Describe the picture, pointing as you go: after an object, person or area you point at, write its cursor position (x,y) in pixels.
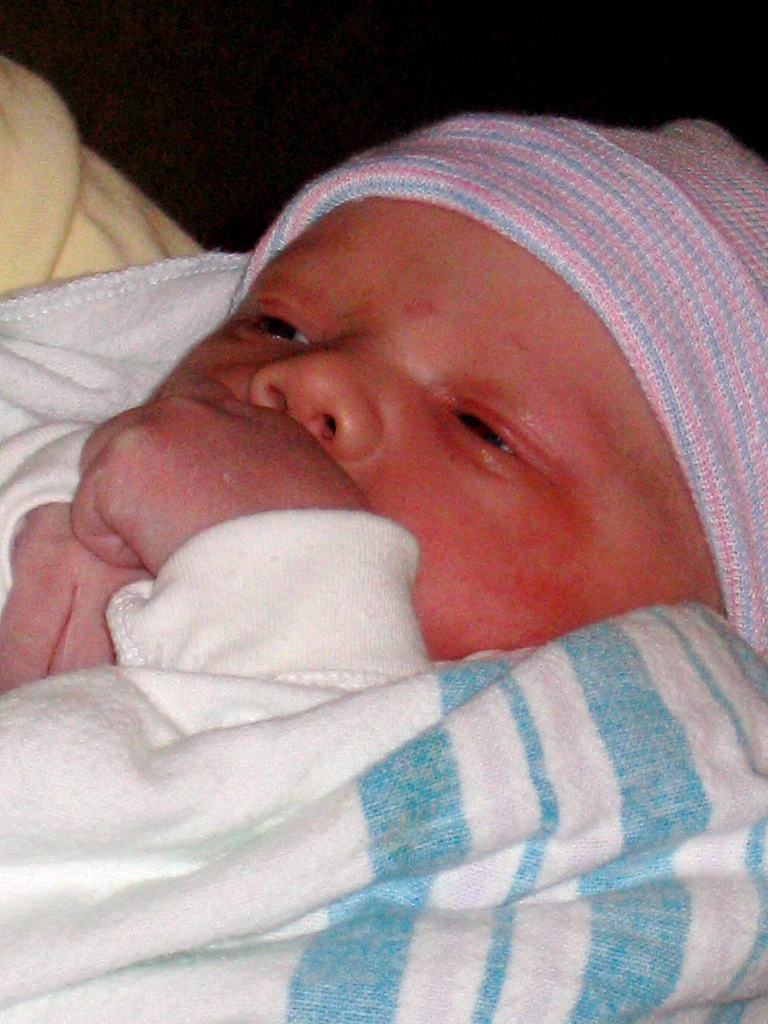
There is a baby (479,641) in the picture wearing clothes (685,802) and there is cloth (516,184) around the baby's head (626,229). The baby (228,438) is keeping his/her hand (195,469) in the mouth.
